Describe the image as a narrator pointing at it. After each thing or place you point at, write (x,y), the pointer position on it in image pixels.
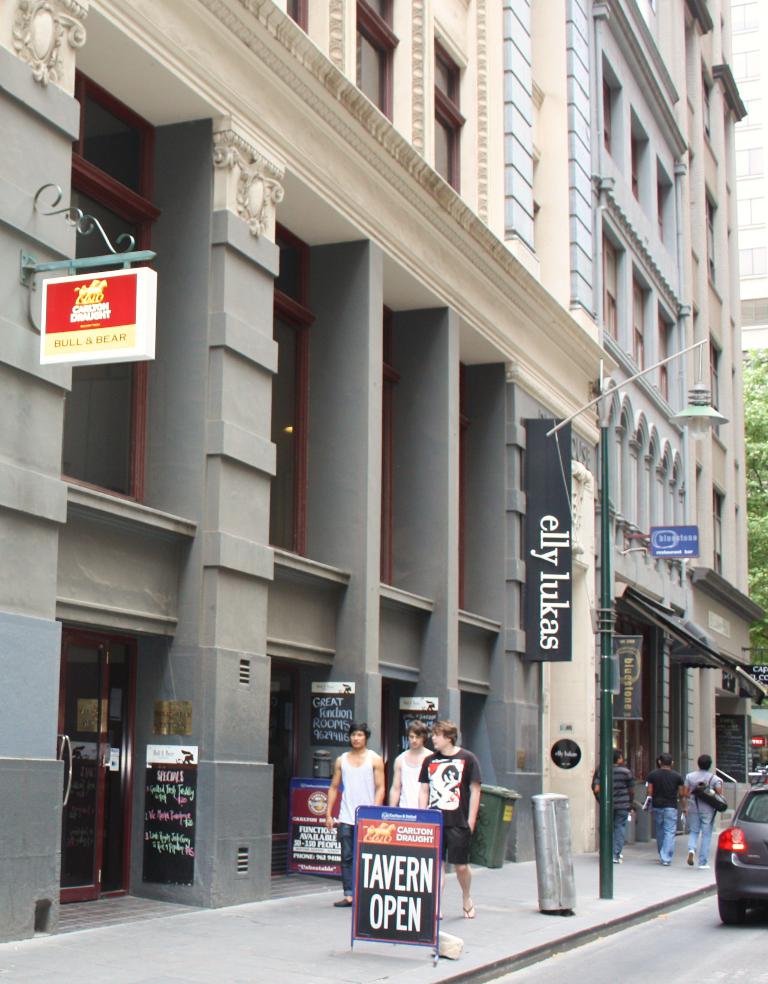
In front of the image there is a car (739,918) on the road (654,951). There are people (425,755) walking on the pavement (266,922). There are boards (400,909) with some text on it. There are trash cans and a light pole (604,832). In the background of the image (591,764) there are buildings (392,223) and trees (764,560).
